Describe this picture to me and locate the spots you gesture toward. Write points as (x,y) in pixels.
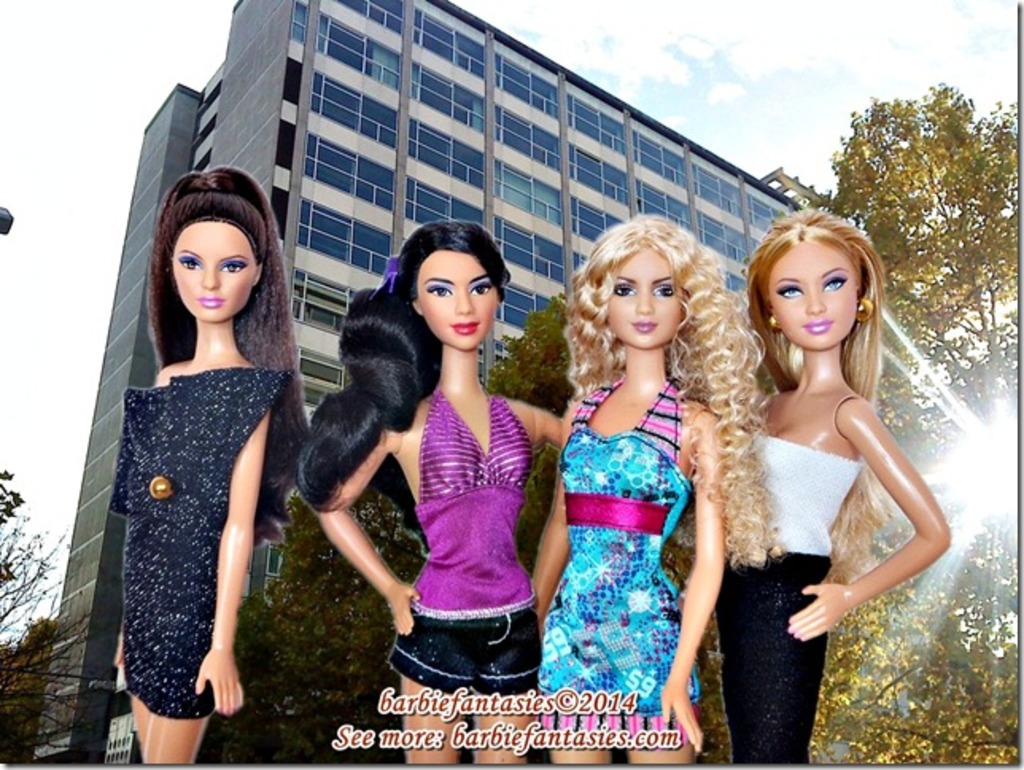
In this image we can see some dolls (587,508), there is a building (457,205), windows (552,199), trees (394,682), also we can see the sky (918,25), and there are some text (541,698) on the image.
